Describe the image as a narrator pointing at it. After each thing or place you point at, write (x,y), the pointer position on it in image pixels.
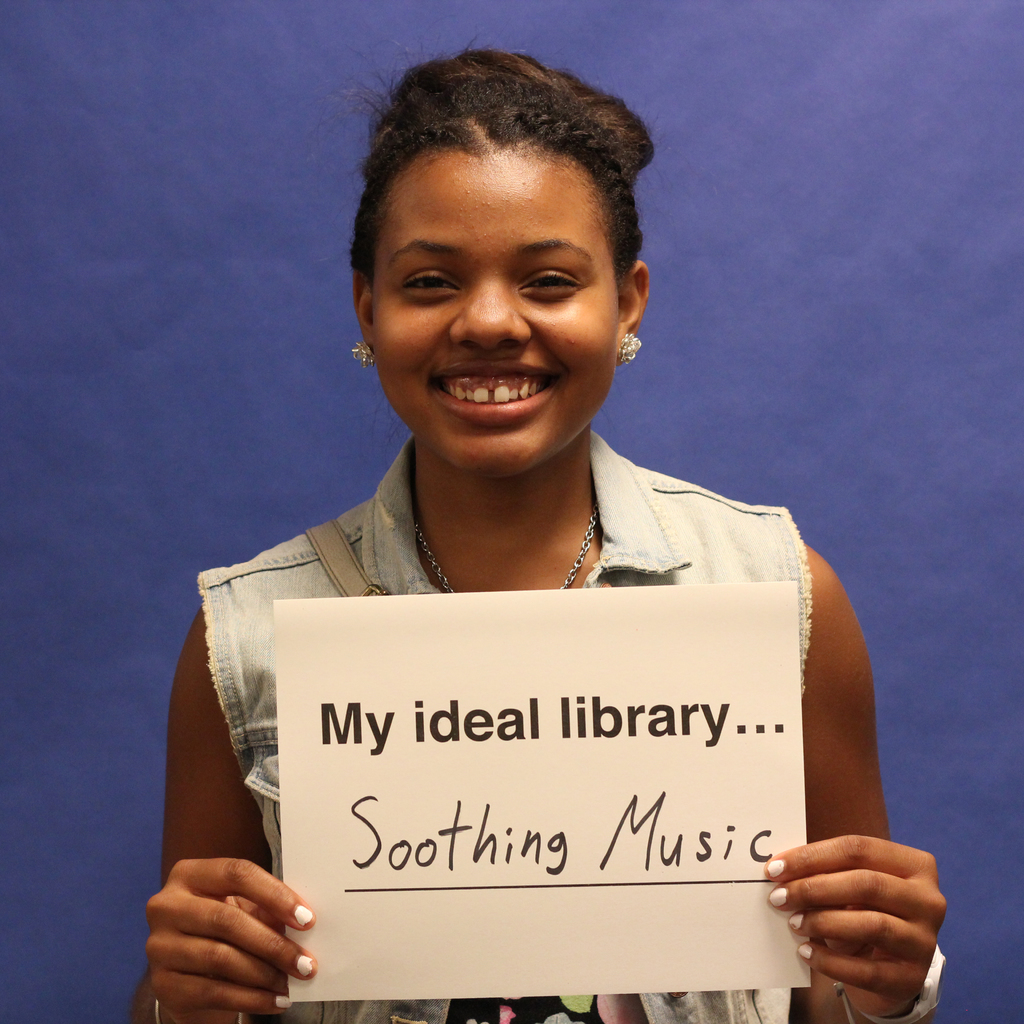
There is one woman (564,459) standing and holding a white color paper (477,815) in the middle of this image (497,615), and there is a blue color wall (255,385) in the background (270,354).
